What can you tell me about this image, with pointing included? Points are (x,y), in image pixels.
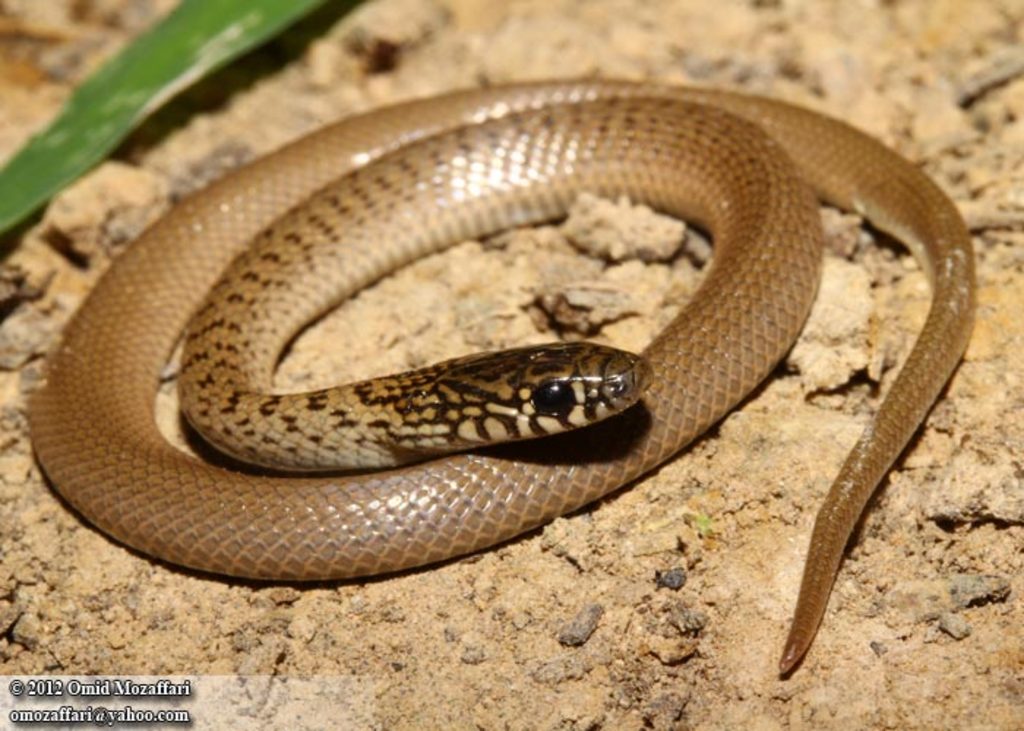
This image consists of a snake (344,254). It is in brown color. At the bottom (498,662), there is ground (560,651). To the left top (69,101), there is a leaf (137,98).
